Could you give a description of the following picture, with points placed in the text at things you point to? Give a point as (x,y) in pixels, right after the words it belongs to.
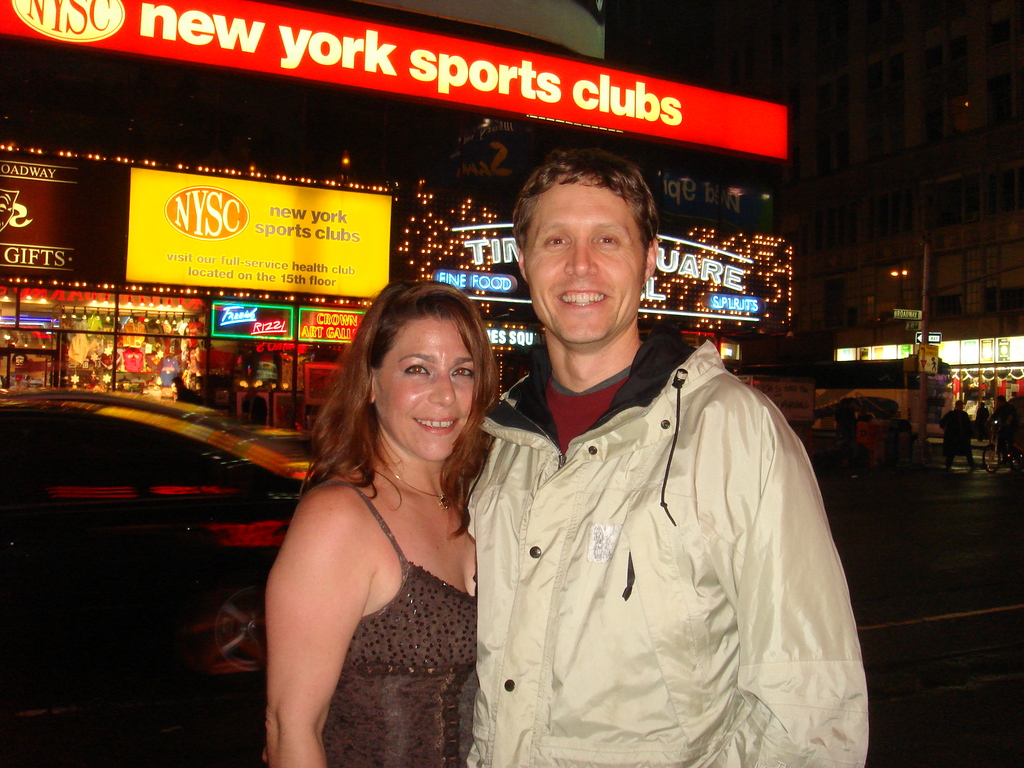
This image consists of some store (37,91) in the middle (517,352). There are lights (167,307) to that store (33,148). There are cars (21,404) in the middle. There are some persons (1005,415) on the right side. There are two persons (672,446) standing in the middle (552,497). One is man (476,496), another one is a woman (330,747). Both are smiling.
